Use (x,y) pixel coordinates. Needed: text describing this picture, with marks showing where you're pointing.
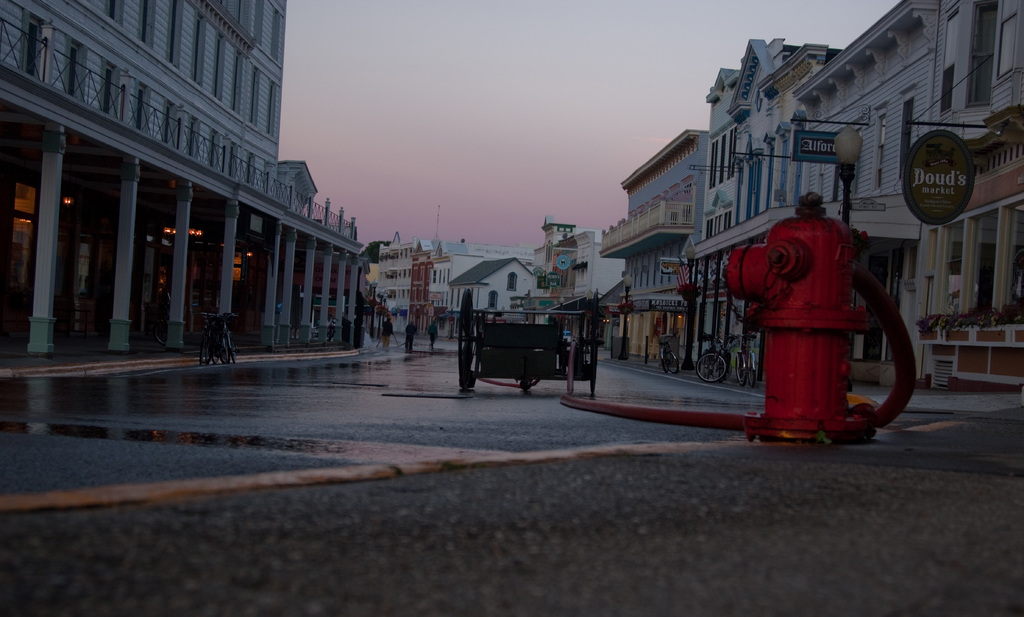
In this image we can see bicycles (675,367) and a cart (488,348) on the road (708,389). In the background (629,347), we can see buildings (892,216) and people (385,335). There is a fire hydrant (778,375) on the right side of the image (868,420). At the top of the image (528,96), we can see the sky (516,167).
